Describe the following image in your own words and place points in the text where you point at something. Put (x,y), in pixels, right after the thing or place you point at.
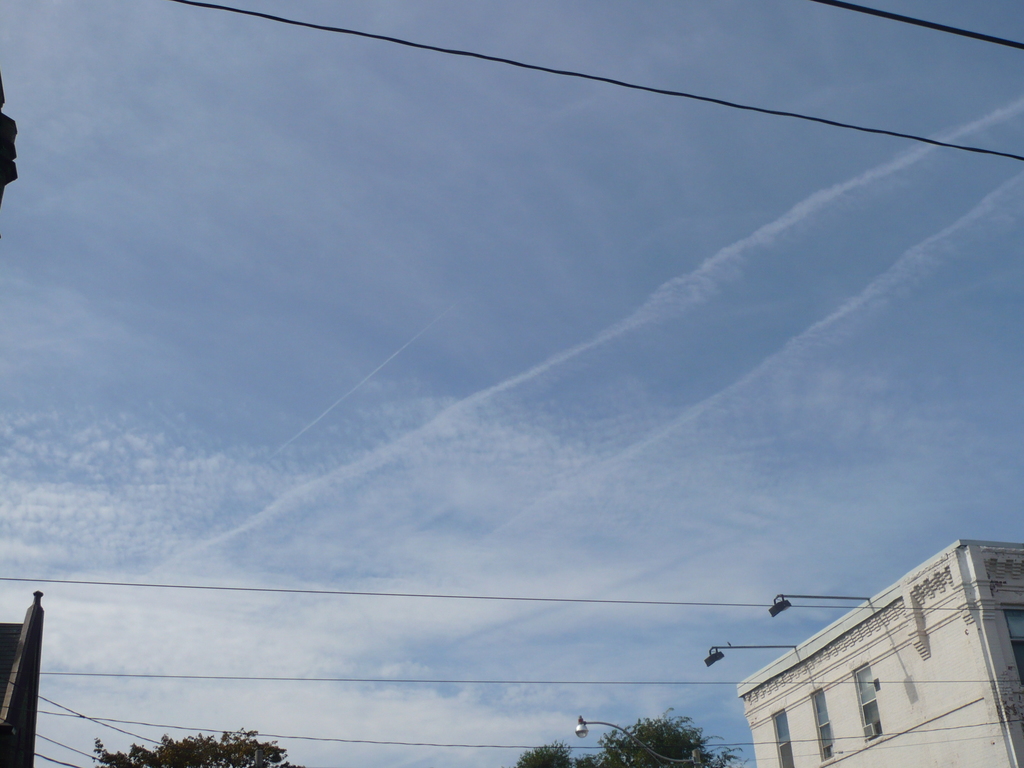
In this image, we can see buildings (877,625), trees (533,755), lights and wires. At the top (418,241), there is sky (369,352).
